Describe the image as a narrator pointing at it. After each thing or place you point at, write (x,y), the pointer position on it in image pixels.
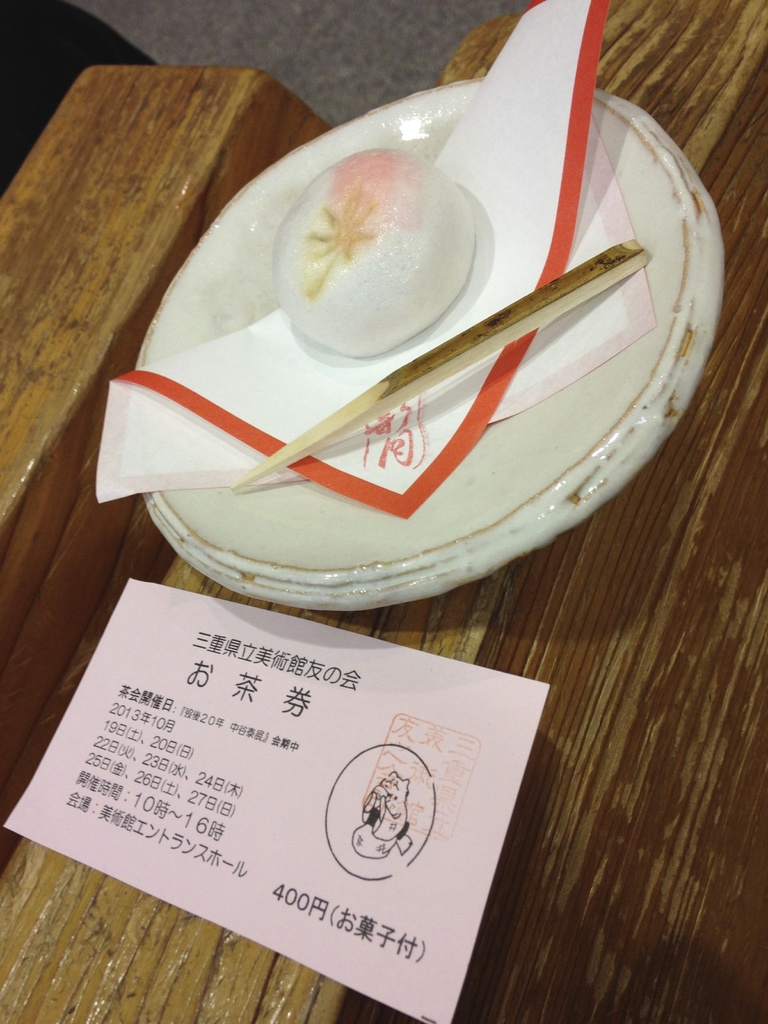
This image is taken indoors. At the bottom of the image (694,691) there is a wooden table (491,638) with a miniature plate (488,492) and a paper (321,810) with text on it. On the miniature plate (602,479) there is a stick (460,347), paper (416,354) and a sweet (381,251).
